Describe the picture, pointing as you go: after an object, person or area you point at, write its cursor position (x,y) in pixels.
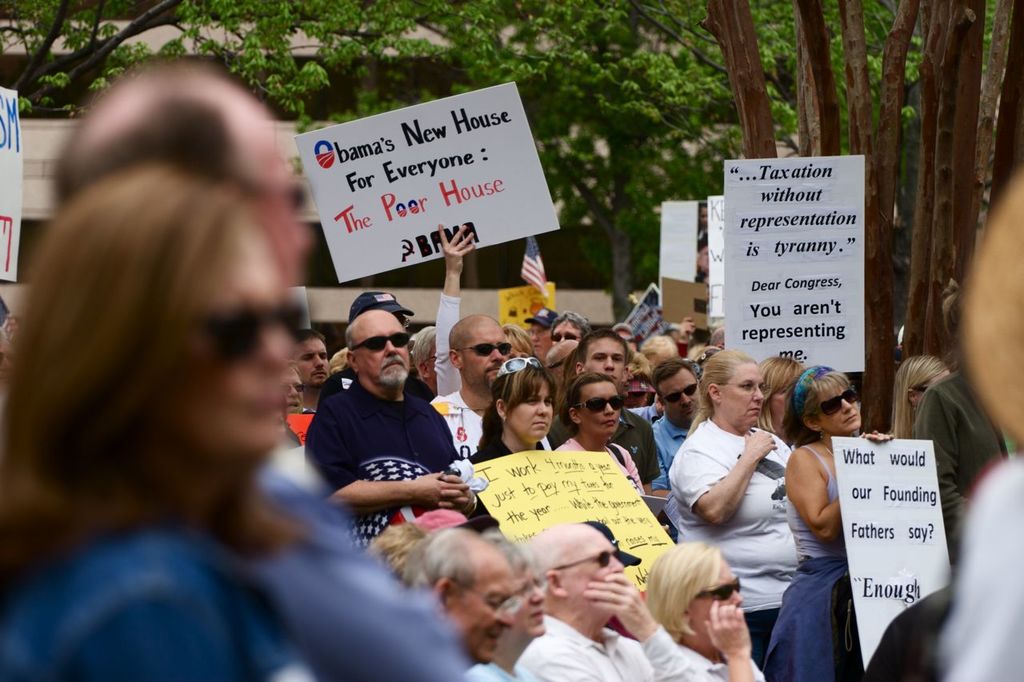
In this image I can see a group of people (579,447) are holding boards (373,151) in their hand (885,433) are standing on the road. In the background (875,123) I can see trees (749,130), buildings (56,40) and so on. This image is taken may be on the road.
